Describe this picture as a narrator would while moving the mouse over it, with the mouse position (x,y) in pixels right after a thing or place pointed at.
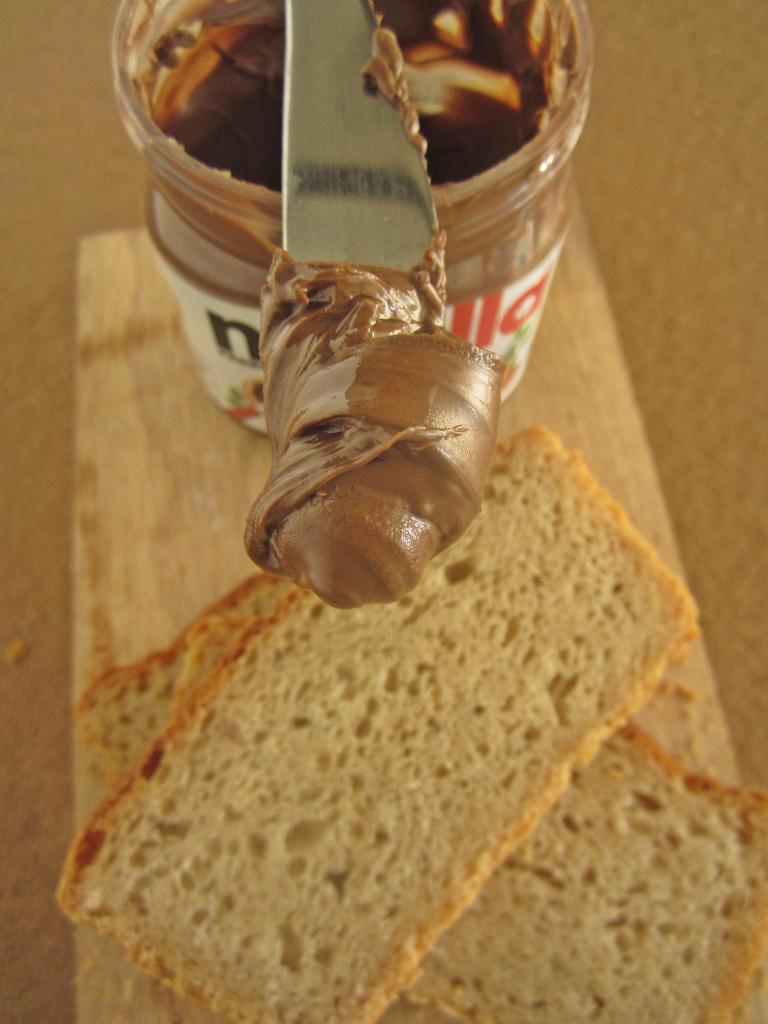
In this picture there are bread slices (478,730) and there is a cream (322,375) on the knife (291,46) and there is a cream (178,97) inside the bottle (528,166). At the bottom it looks like a chopping board (92,461) and there is a cream color background (55,76).
